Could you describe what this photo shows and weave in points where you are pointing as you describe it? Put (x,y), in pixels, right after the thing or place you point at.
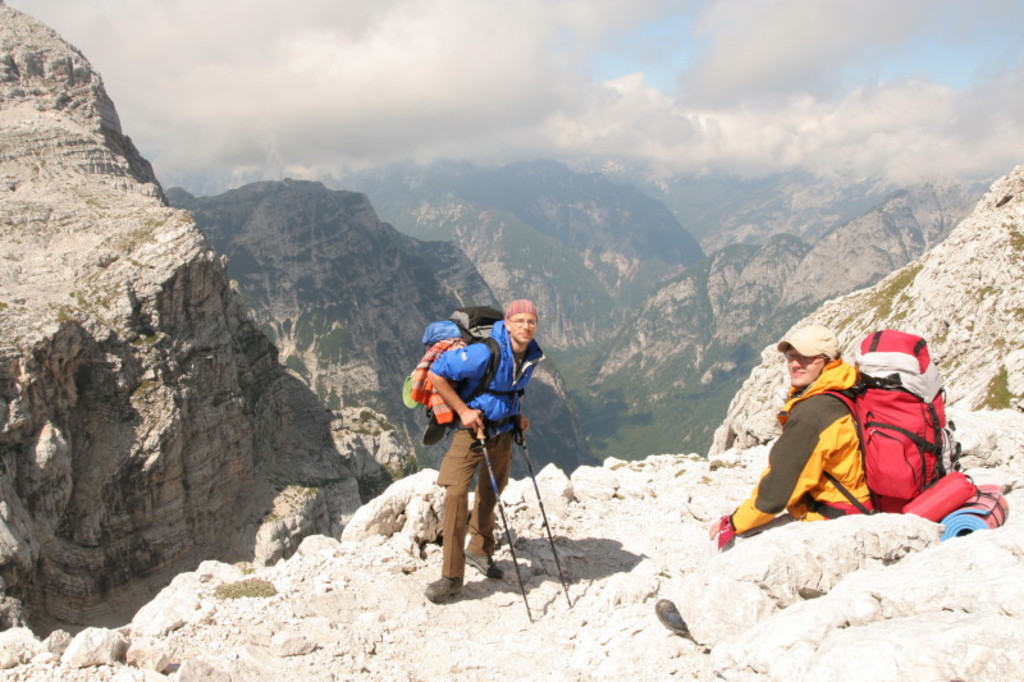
In this picture I can observe two members (799,500) on the top of the hill (586,547). One of them is sitting and the other is standing. In the background (178,194) there are hills (514,219) and I can observe a sky (437,41) with some clouds (730,86).
